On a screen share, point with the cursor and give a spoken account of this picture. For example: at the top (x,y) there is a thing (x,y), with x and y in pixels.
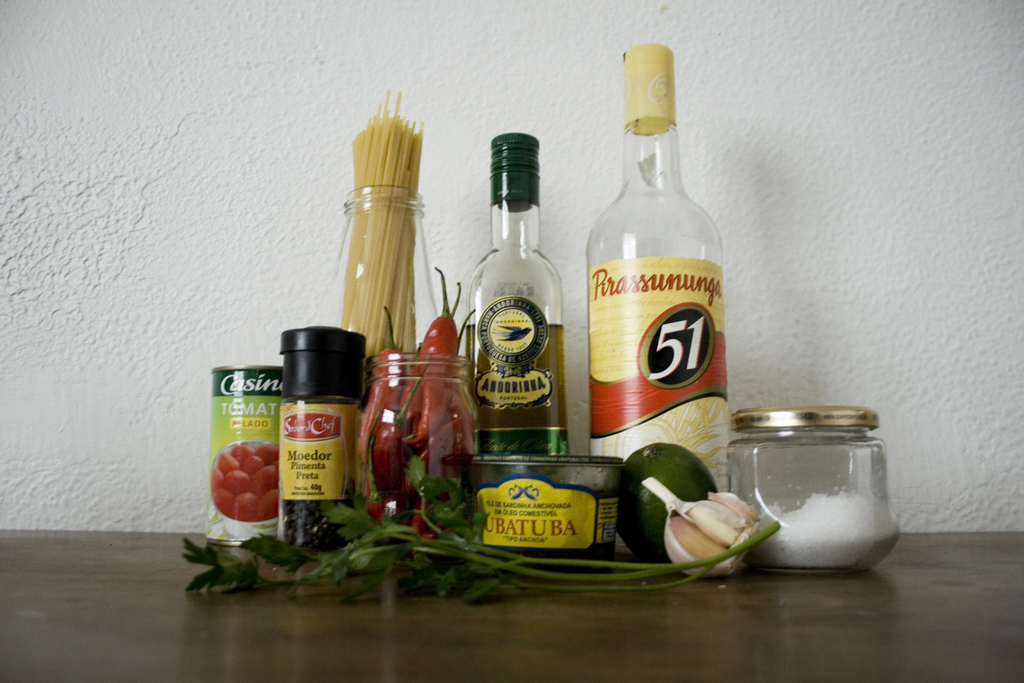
In this image I see 2 bottles (536,210), few jars (742,461) and few other things (510,460) over here.
